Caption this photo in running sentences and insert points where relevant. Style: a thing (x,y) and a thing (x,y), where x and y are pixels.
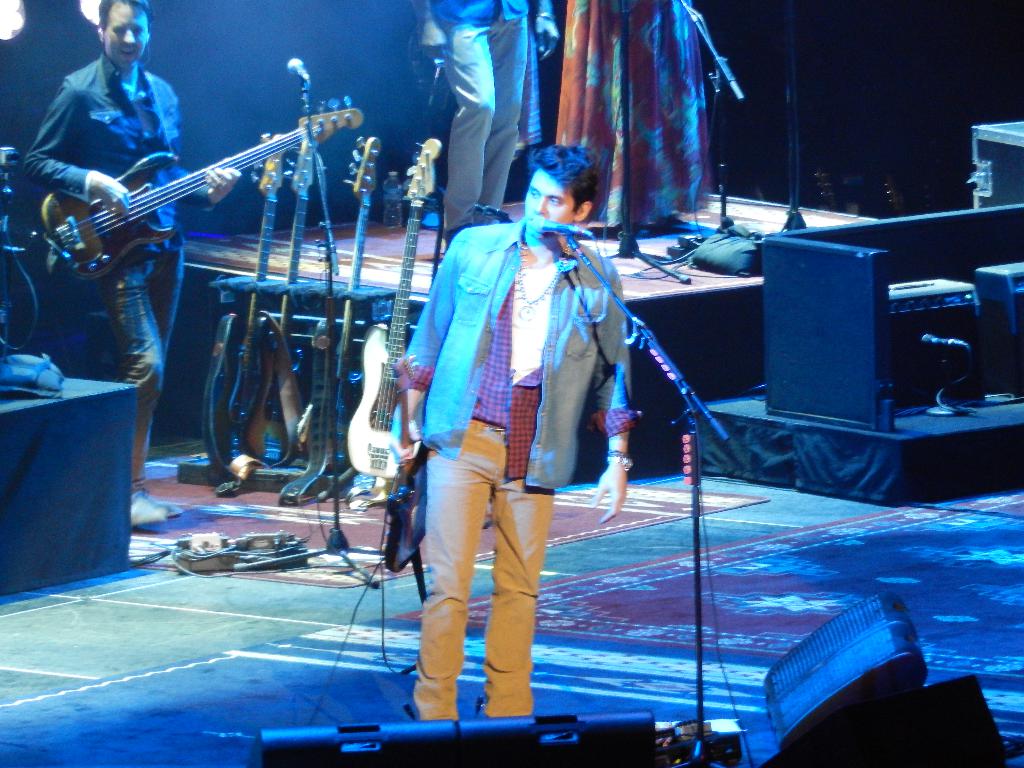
A person (502,430) wearing a shirt (491,408) is standing holding a guitar (407,497) and singing. In front of him there is a mic (569,230) and mic stand (586,260). In the back (159,150) another person (113,128) is playing guitar (169,192). Also there are many guitars (376,341) on the stands (288,295). On the stage (669,237) there are two persons (592,45) standing. In the front (895,686) there are speakers (884,692).
